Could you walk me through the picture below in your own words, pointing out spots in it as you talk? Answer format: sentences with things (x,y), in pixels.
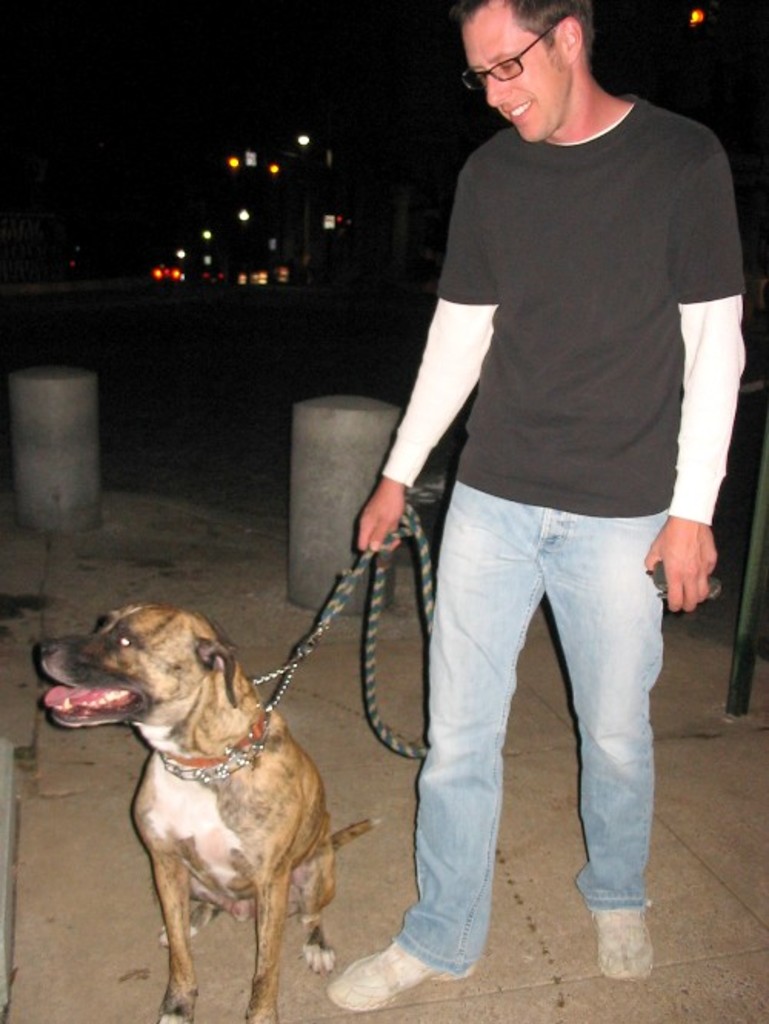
This man (525,223) smiles and holds a dog (273,716) with thread (343,605). Far there are lights (181,254).
